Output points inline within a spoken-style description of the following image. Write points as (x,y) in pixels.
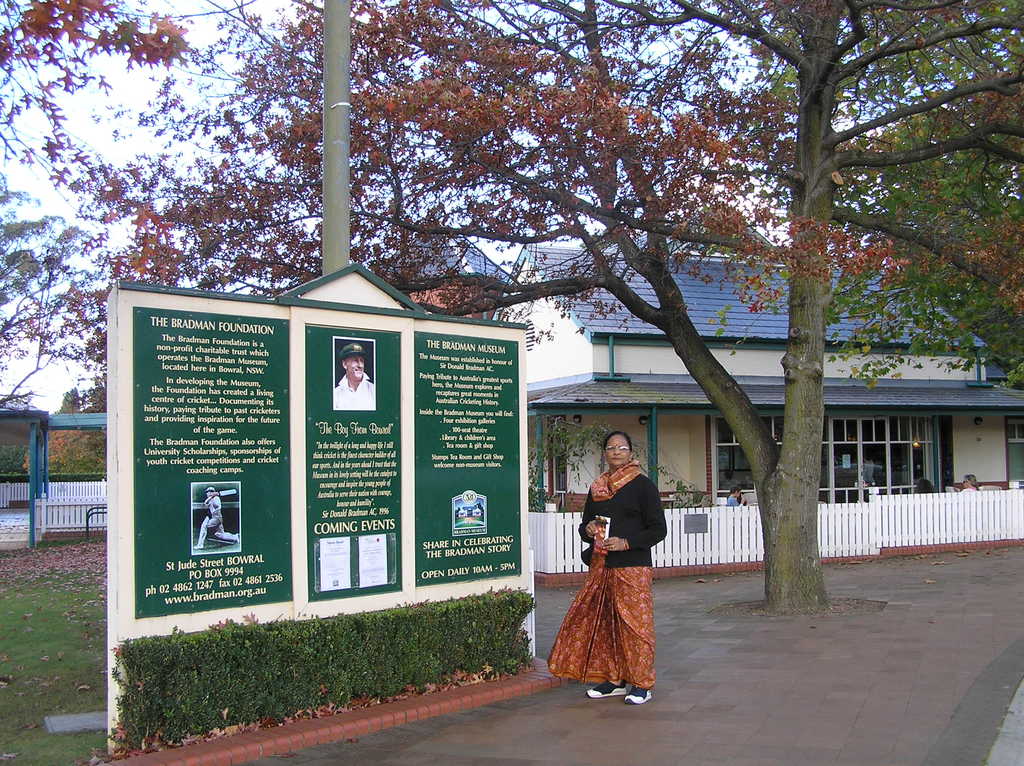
In this picture I can observe a woman (608,552) standing on the land (732,639) in the middle of the picture (640,504). On the left side (286,574) I can observe wall (434,416). There is some text (234,455) on the wall (252,434) on the green color background (426,414). In the background (580,356) I can observe houses (580,356), trees (540,235) and sky (134,92).
